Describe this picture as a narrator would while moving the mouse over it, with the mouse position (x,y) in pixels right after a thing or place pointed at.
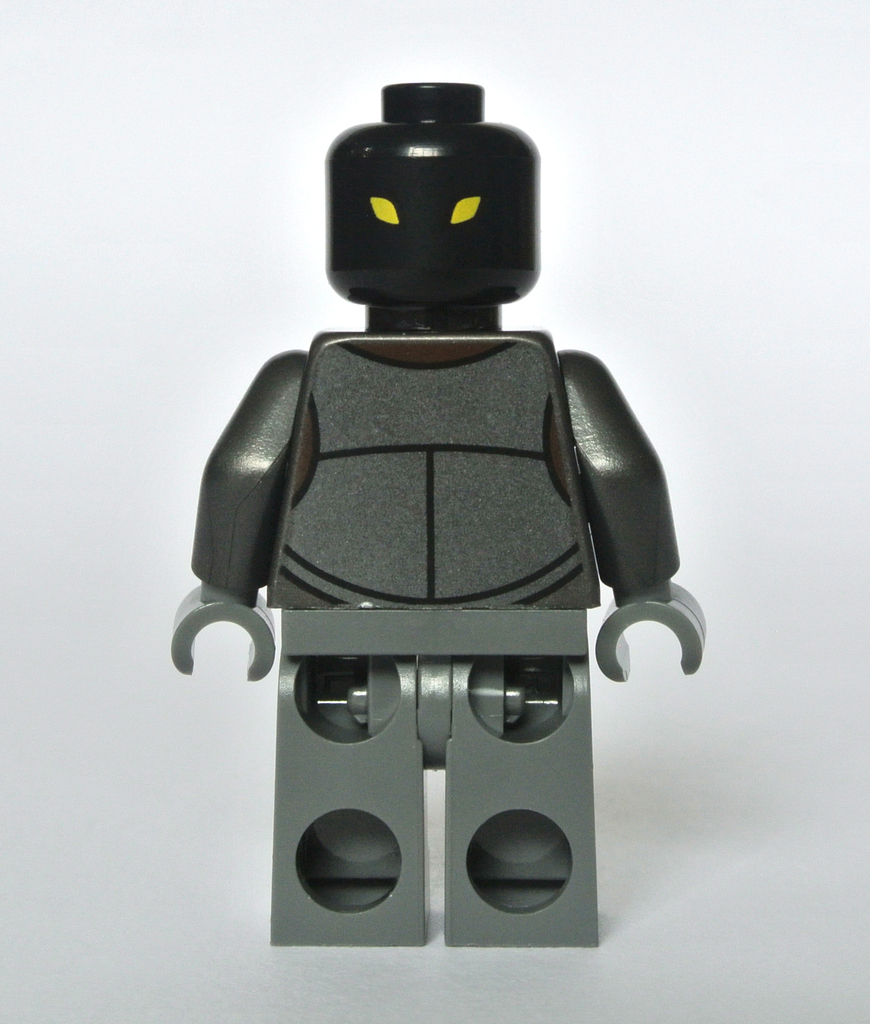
In this image, we can see a toy (384,348) is placed on the white surface (800,733).
